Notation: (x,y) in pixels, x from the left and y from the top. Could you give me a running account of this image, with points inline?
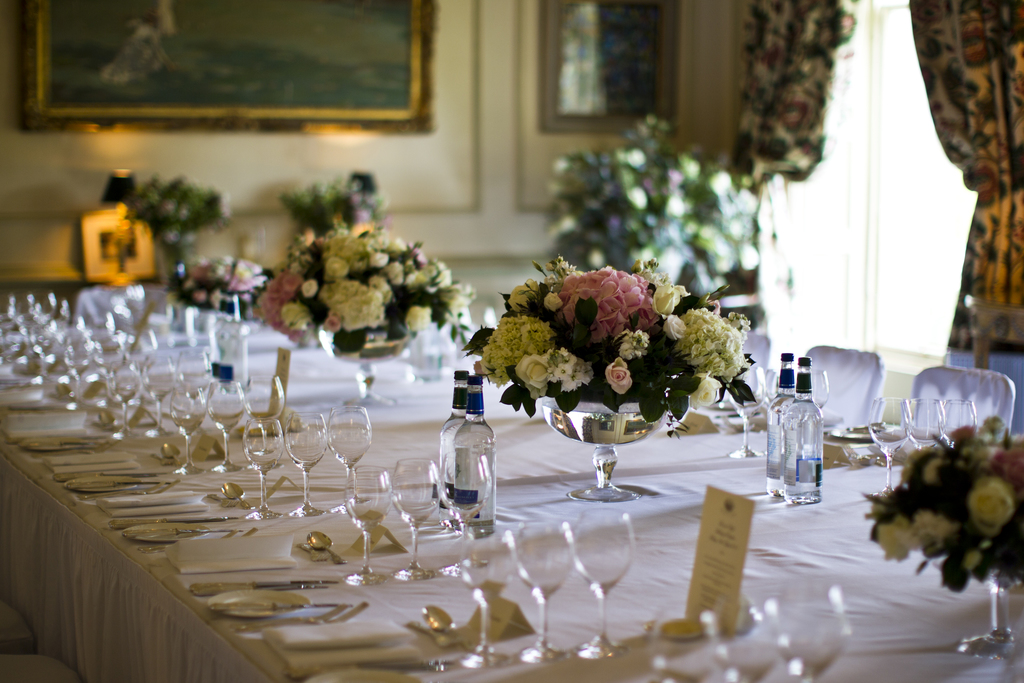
In this image there is a dining table (260,579) on which there are glasses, flower vase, spoons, forks (326,619), plates (297,600), glass bottles (787,423) and a name boards (711,553) on it. In the background (320,164) there is a wall (343,158) on which there is a frame (264,103). On the right side (773,108) there are curtains (852,50). In the background (117,242) there is a lamp (120,228). There are chairs (831,390) around the table (774,505).
